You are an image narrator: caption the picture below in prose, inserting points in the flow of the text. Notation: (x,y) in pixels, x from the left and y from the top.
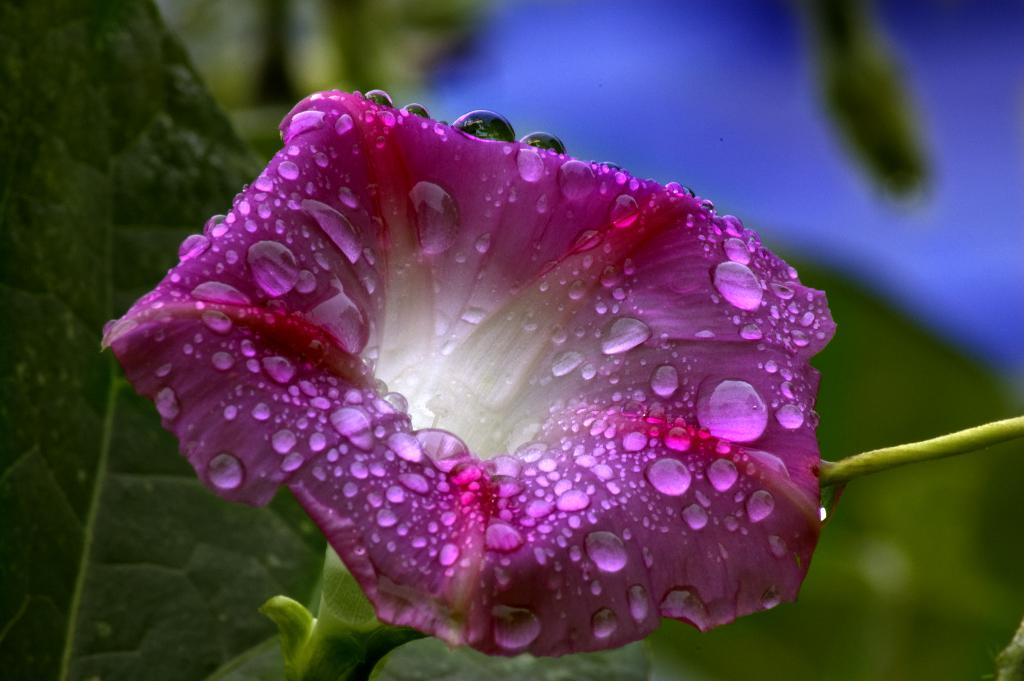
In this image there is a flower (443,309) on which there are droplets of water (788,299). In the background (171,166) there is a green leaf (48,554).
